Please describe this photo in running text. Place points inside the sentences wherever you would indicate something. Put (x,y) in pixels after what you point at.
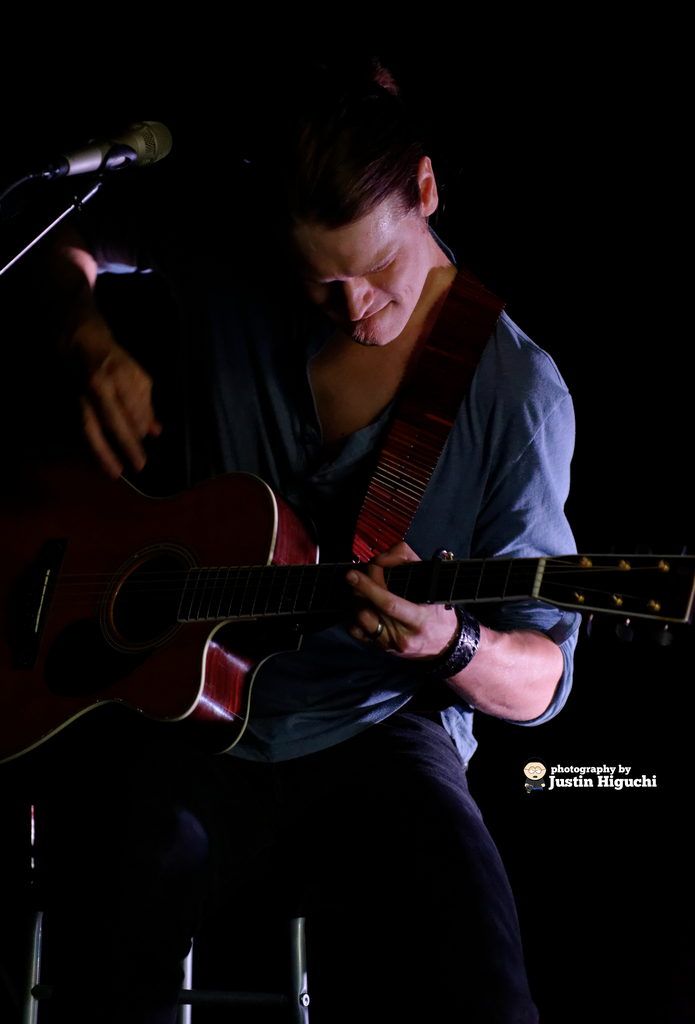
In this image I see a man (398,96) who is holding a guitar (43,532) and there is a mic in front of him.
